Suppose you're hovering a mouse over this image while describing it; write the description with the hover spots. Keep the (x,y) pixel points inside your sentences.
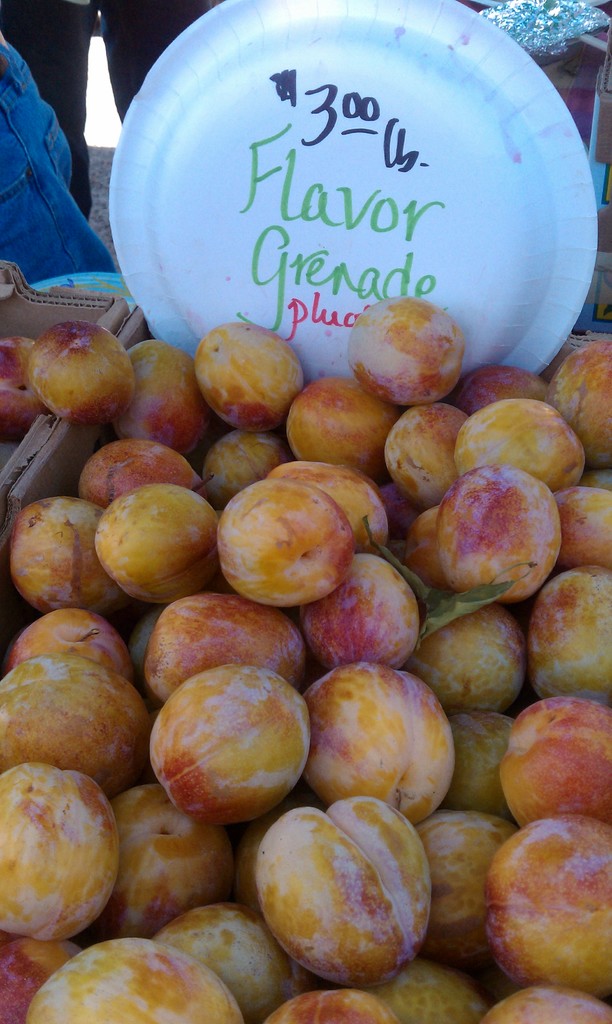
In this image we can see some fruits (270,584) in the boxes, there is a white color plate (337,224) with some text (282,158) on it, in the background (119,101) we can see a legs (131,44) of the person (85,180).
